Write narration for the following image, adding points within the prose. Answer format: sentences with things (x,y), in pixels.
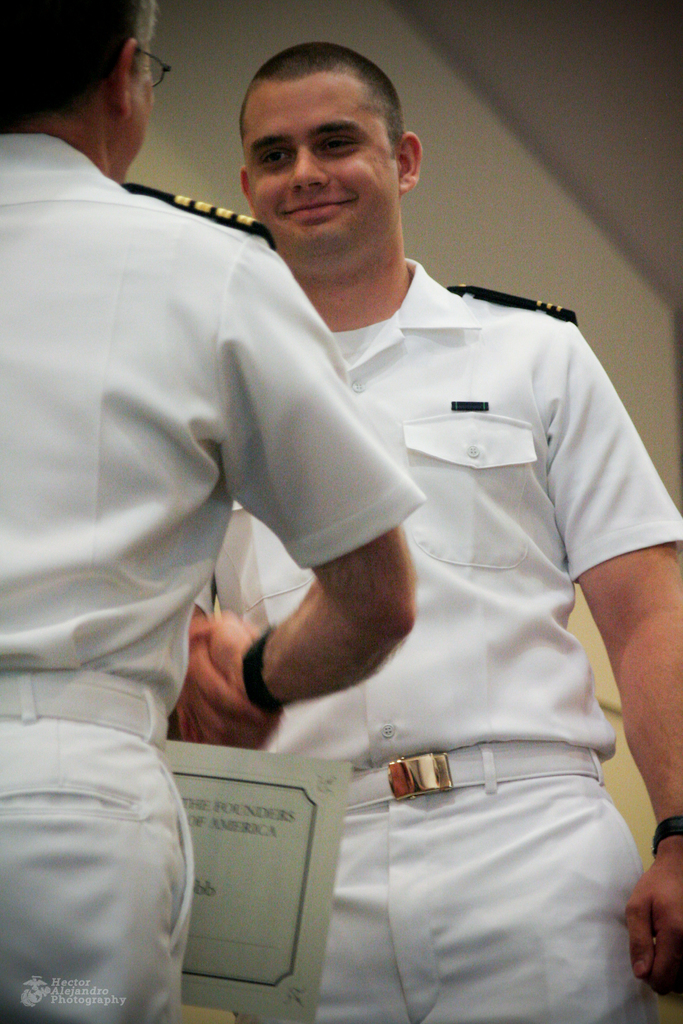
In this image we can see two people (385,545) standing and shaking their hands (242,683). They are wearing uniforms (299,450). We can see a board (254,816). In the background (520,161) there is a wall (509,218).
